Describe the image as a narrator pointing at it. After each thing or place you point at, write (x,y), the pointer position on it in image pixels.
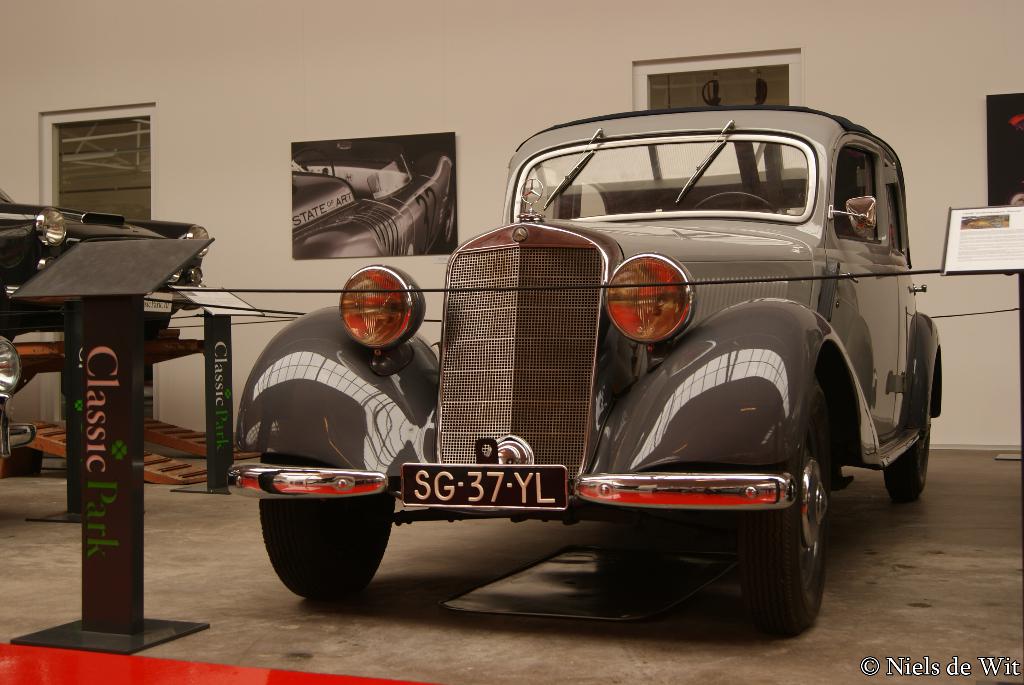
As we can see in the image there is a wall (234,160), window (105,144), posters (423,164) and cars (402,331). In the front (73,675) there is a red color mat (82,666).
